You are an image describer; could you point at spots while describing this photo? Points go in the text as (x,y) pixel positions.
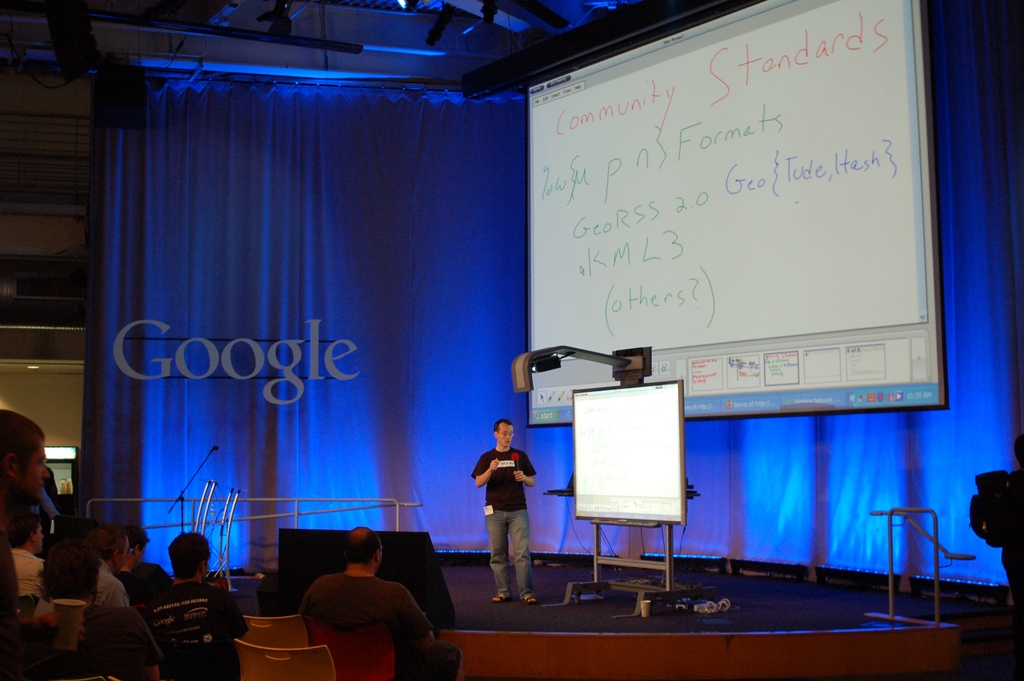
In the center of the image (493,452) there is a person (503,573) standing at the screen (584,473) on the dais (621,617). At the bottom of the image (43,460) we can see crowd (162,624). In the background (189,317) we can see curtain (295,260) and screen (554,208).
